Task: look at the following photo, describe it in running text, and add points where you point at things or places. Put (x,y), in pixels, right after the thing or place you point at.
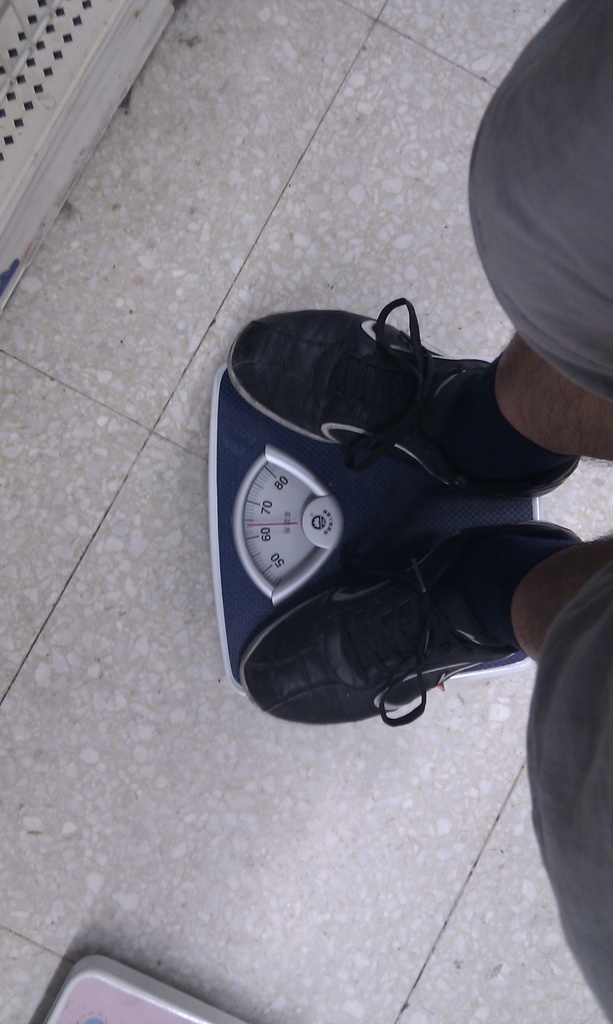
In this image I can see a person (432,680) standing on the weighing machine (360,482). I can also see black color shoes (354,697) and the floor (195,693) is in cream color.
